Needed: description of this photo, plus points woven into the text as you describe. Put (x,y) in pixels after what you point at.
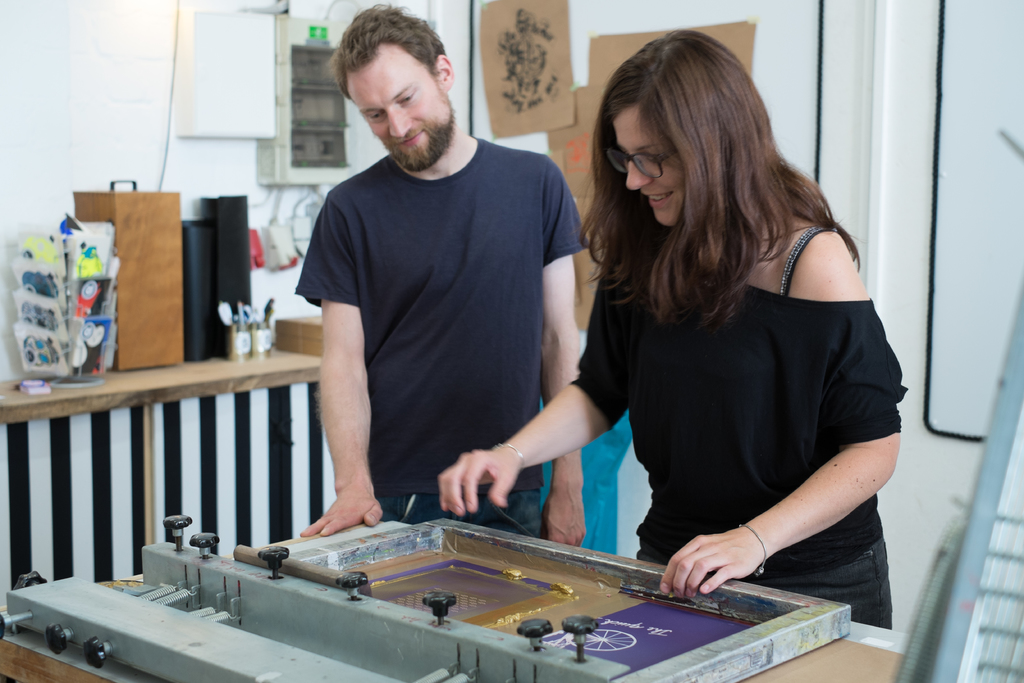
A couple (394,213) are using a printing press (644,601). There are some articles (130,254) on a table (239,388) beside them.
